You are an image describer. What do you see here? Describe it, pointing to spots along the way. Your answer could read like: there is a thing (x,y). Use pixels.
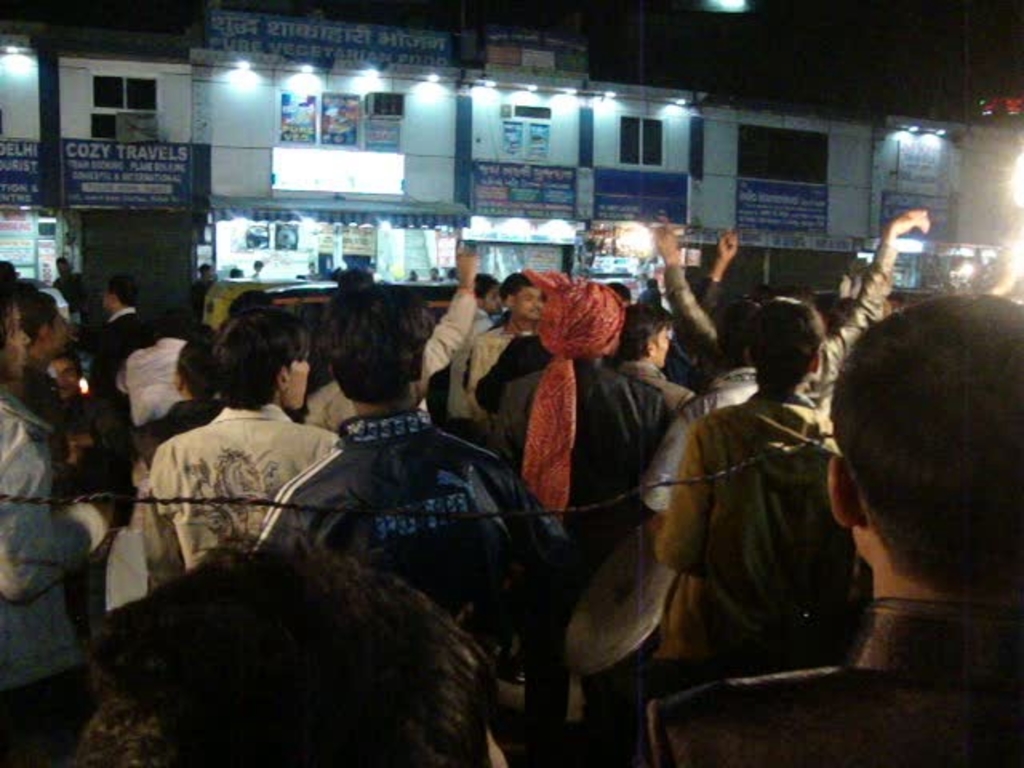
In this image I can see number of persons (490,617) are standing. In the background (507,186) I can see few buildings (415,179), few boards (572,174) to the buildings (482,156), few lights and the dark sky (845,66).
